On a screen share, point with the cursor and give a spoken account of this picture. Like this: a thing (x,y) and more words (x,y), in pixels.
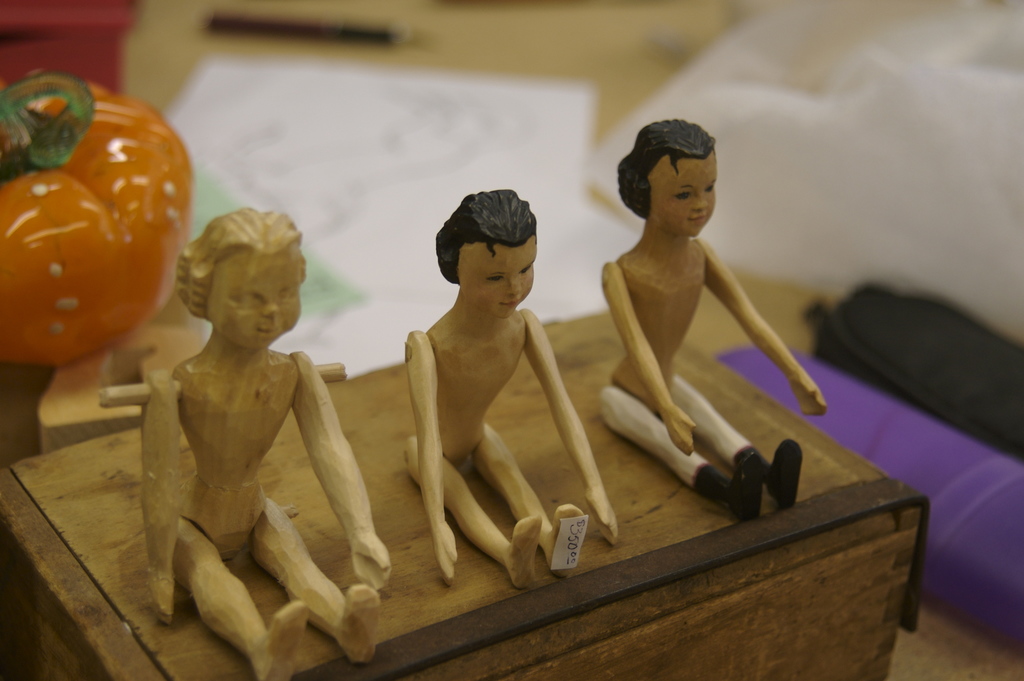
In this picture we can see few figurines (624,306), and we can see blurry background (397,265).
